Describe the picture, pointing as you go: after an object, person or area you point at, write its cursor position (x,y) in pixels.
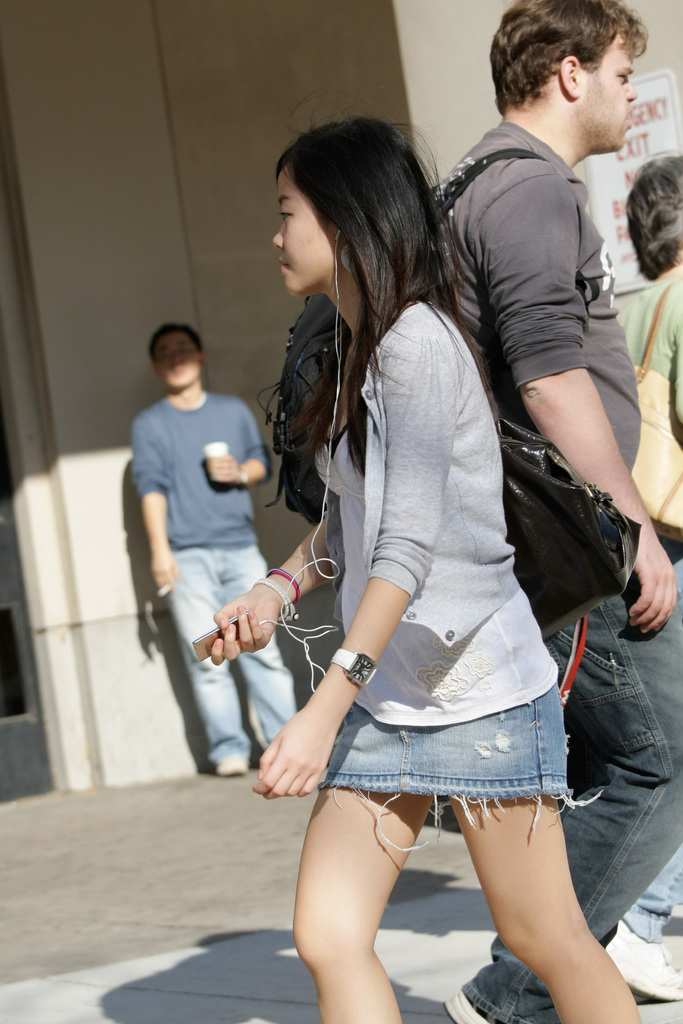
This image is taken outdoors. In the background (309,124) there is a wall (112,535) with a door (12,755) and there is a board (610,180) with a text (617,152) on it. A man (182,553) is standing on the floor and he is holding a cup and a cigarette (163,590) in his hands (169,565). On the right side of the image (665,678) two men (631,864) are walking on the floor (678,930). In the middle of the image of a woman (385,862) is walking the floor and she is holding a mobile phone (215,638) in her hand (251,608).
